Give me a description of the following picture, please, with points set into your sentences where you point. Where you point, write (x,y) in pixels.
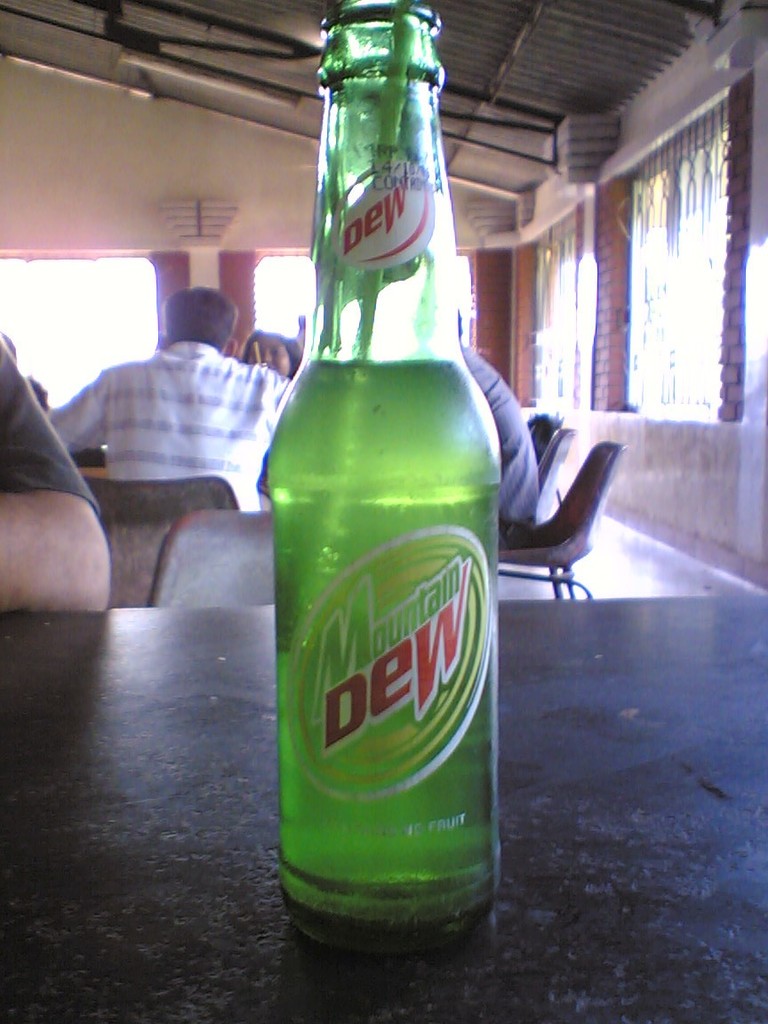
In this image there is a group of people (224,295). There is a bottle (383,670) on the table (568,831), at the top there is a light (205,88) and at the right (695,229) there is a window (673,279).
